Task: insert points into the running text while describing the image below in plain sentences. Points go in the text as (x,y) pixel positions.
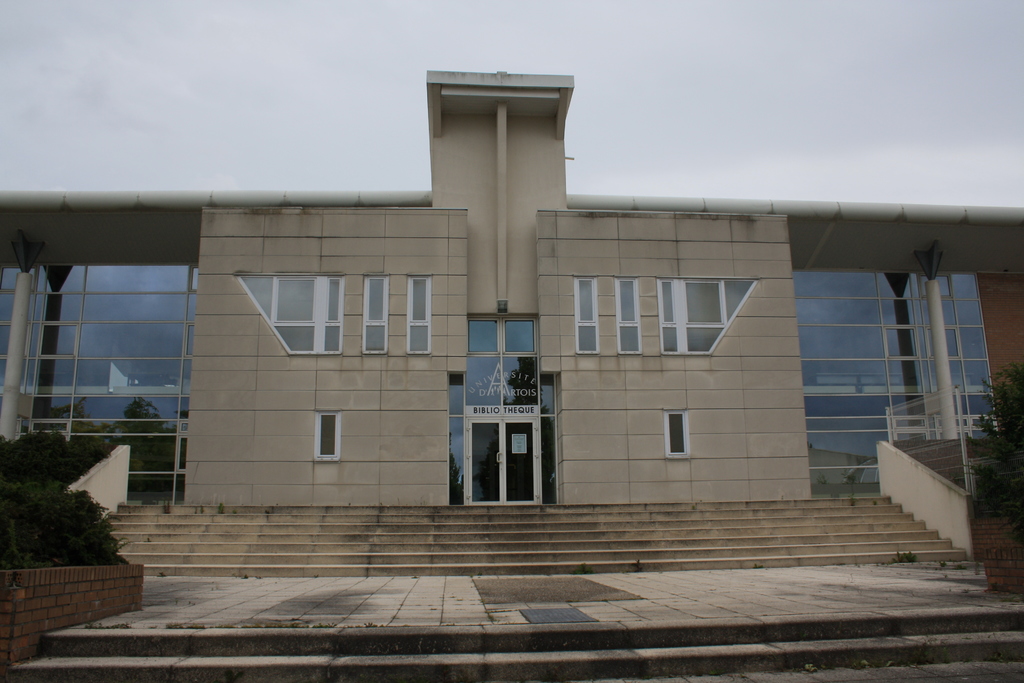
In this image we can see the building (367,356) with windows (160,305), door (508,467) and pillars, in front of the building (541,482) there are stairs (486,533) and trees (77,560). And the sky (722,111) in the background (699,83).
